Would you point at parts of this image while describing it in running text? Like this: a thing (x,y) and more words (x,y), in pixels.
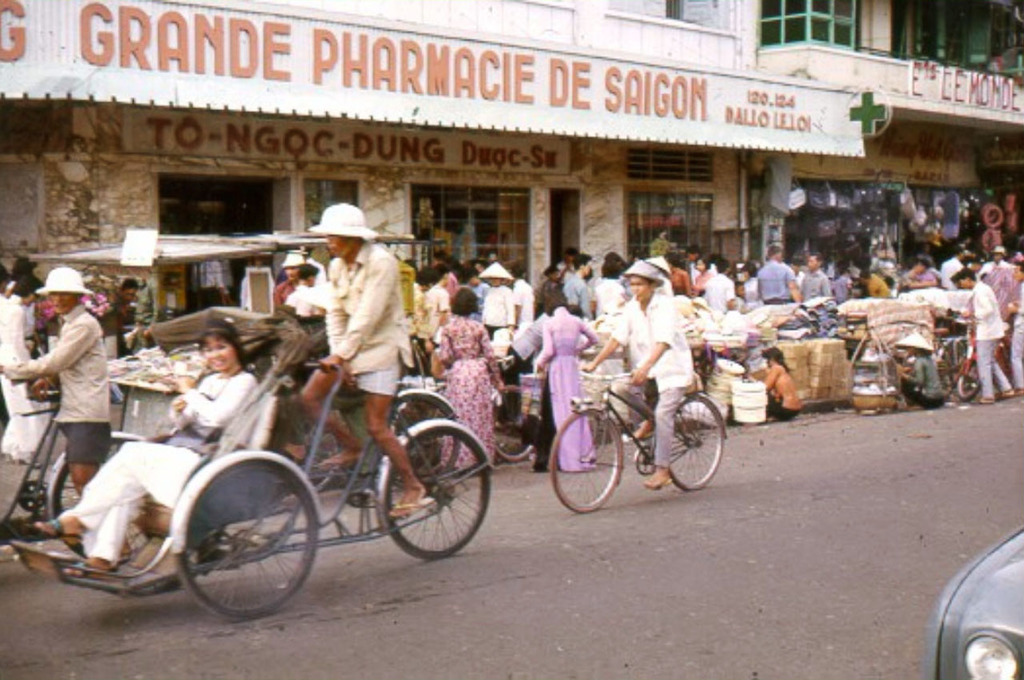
In this picture we can see three persons (361,250) on the cycles (466,469). Here we can see some persons (565,290) are standing on the road (944,446). This is board (615,133) and there is a building (901,100).
